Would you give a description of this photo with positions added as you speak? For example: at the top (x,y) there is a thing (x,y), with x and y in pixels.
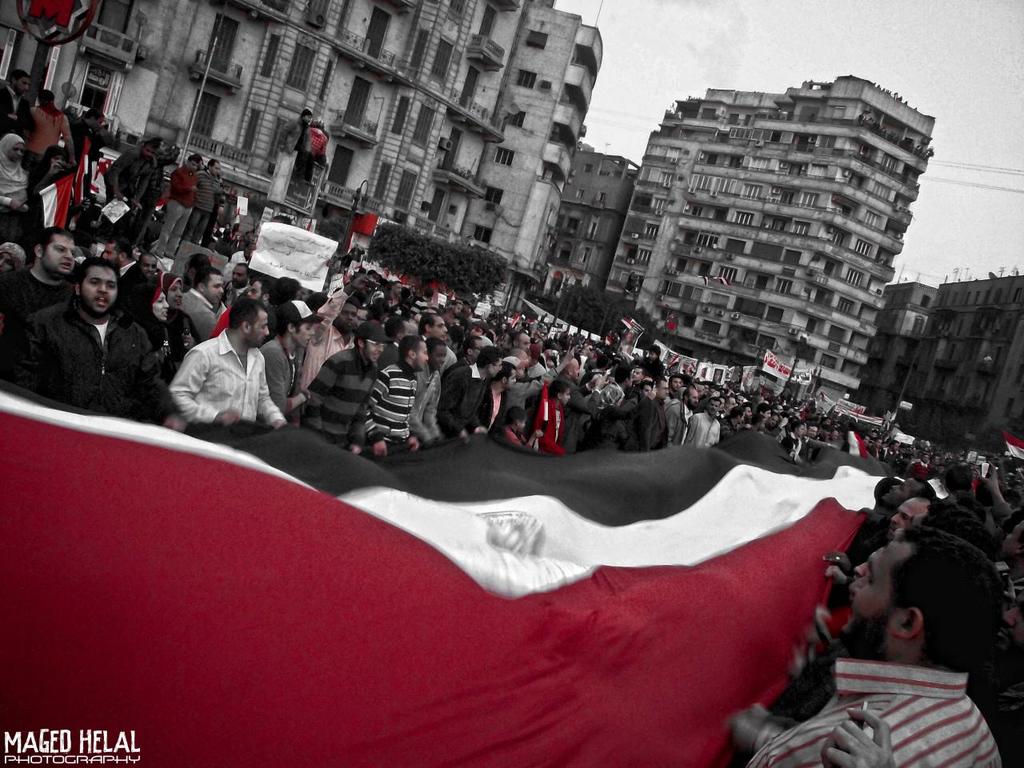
This image consists of many people (981,723) holding a flag (487,514). In the background (856,250), there are buildings (741,236). At the top (867,52), there is a sky (823,54).
